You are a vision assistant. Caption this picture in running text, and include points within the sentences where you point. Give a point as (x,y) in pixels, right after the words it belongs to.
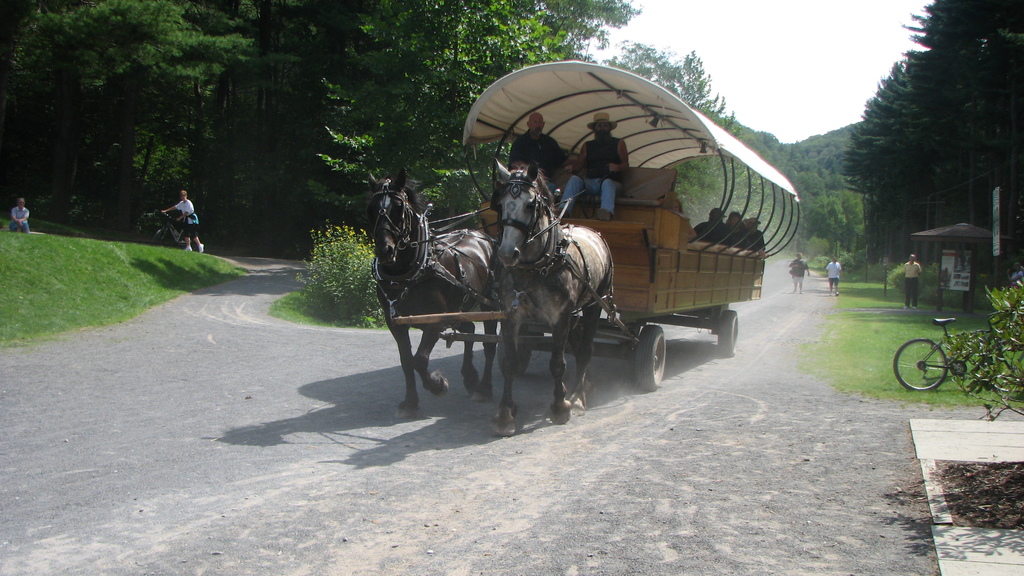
In this image there is the sky (792,54), there are trees (882,137) truncated towards the right of the image (926,144), there are trees (173,112) truncated towards the left of the image (312,82), there is road (654,452), there are people (830,280) on the road (815,299), there are bicycles (952,367), there is a person (27,214) sitting towards the left of the image (19,226), there is grass (69,272) truncated towards the left of the image (89,279), there is a tonga (629,251), there are people (610,195) sitting on the tonga (690,305), there are boards (960,272).
